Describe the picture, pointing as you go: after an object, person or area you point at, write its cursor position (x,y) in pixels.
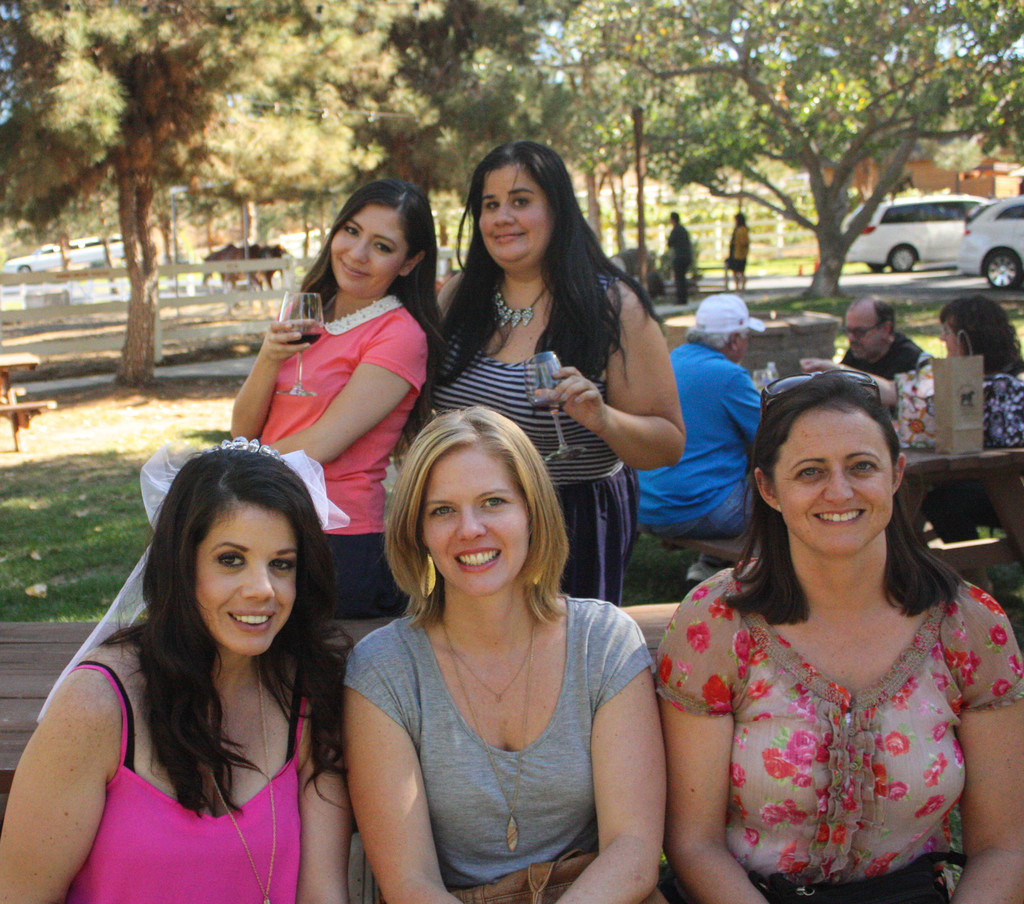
In the image there are three ladies (321,726) sitting on the bench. Behind them there are two ladies (394,345) standing and holding the glasses (318,329) in their hands (282,324). Behind them there are few people (711,323) sitting. In the background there are trees (156,269), vehicles (919,202) and wooden fencing (452,269).
